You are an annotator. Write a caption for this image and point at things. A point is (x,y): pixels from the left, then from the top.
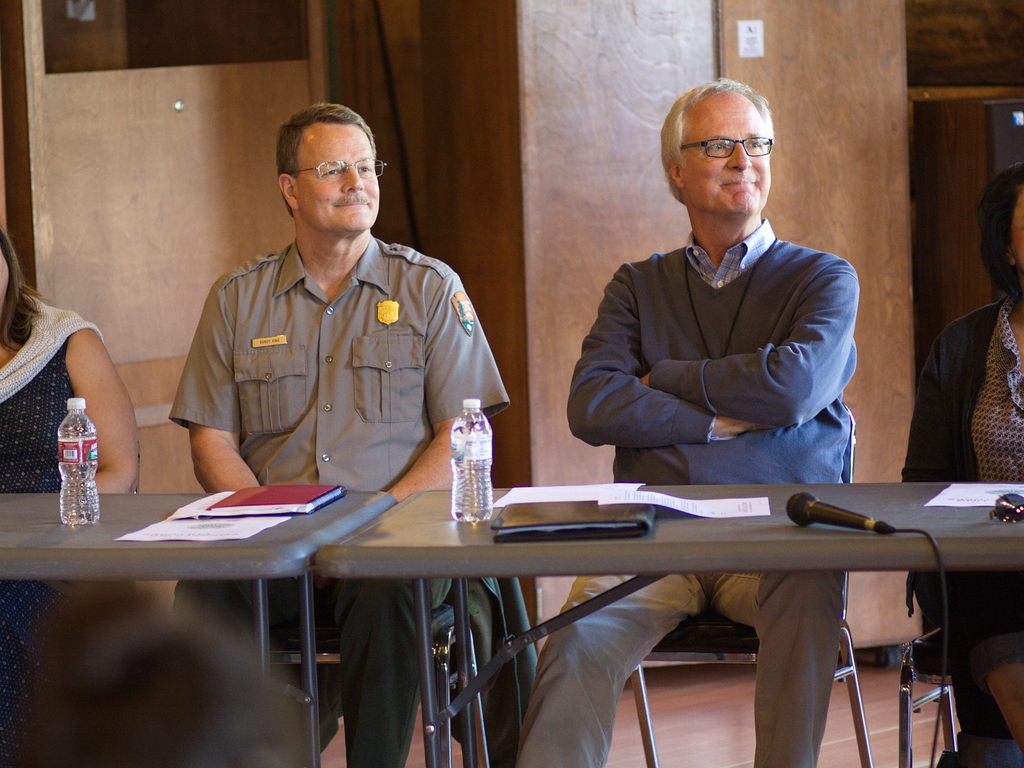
In this image we can see people (432,584) sitting on the chairs (925,647) and tables (315,529) are placed in front of them. On the tables (283,525) we can see files (505,515), papers (152,533), disposable bottles (481,478) and a mic (885,526) connected to the cable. In the background (511,221) there are walls (520,79) and doors (170,138).
